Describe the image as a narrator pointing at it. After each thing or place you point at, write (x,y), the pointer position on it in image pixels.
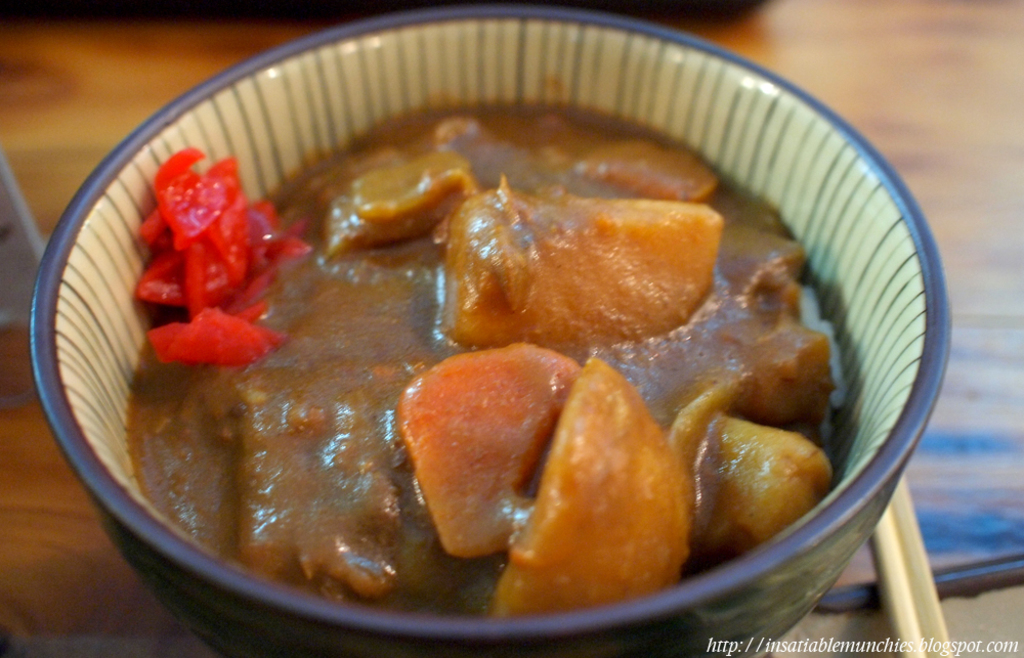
In this image I can see the bowl (467,102) with food (175,444). I can see the food (370,411) is in brown and red color and the bowl (853,366) is in blue and cream color. It is on the brown color surface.
